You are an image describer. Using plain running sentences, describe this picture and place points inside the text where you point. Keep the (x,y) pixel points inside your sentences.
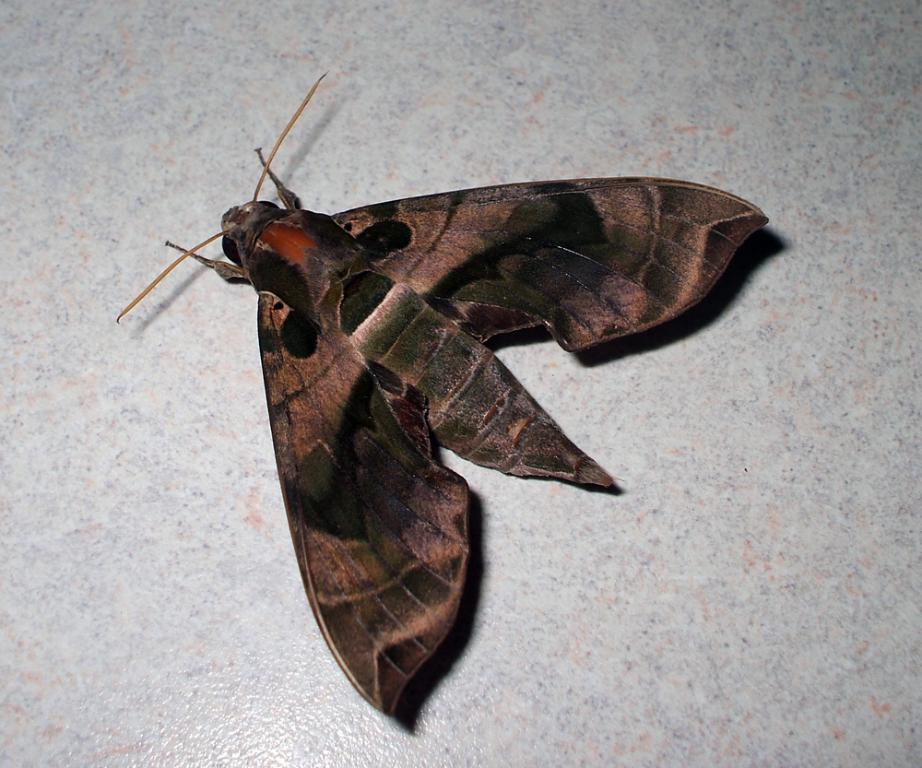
In this picture we can see an insect (673,188) with wings (516,185) sitting on the white floor (721,162).
